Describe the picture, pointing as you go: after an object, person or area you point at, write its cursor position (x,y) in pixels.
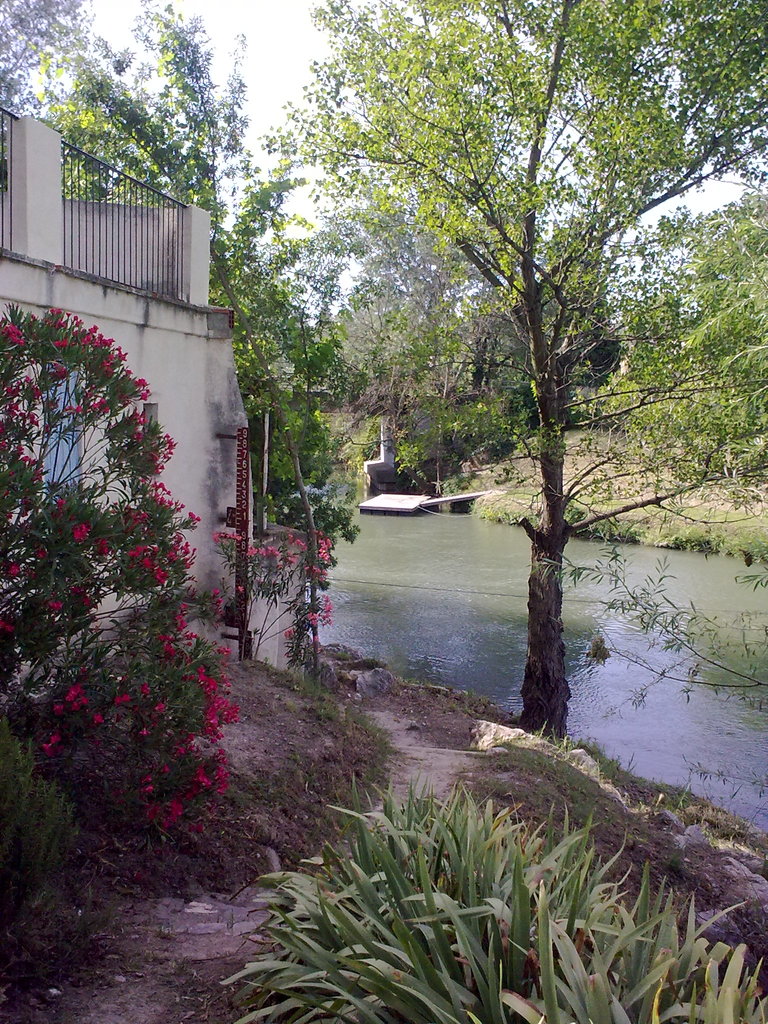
At the bottom of the image (245,860), we can see plants (320,877) on the land (294,853). There is a railing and wall (91,239) on the left side of the image (136,235). Background of the image (424,543), we can see a pond (581,583) and trees (403,308). At the top of the image (272,59), we can see the sky (249,70).
